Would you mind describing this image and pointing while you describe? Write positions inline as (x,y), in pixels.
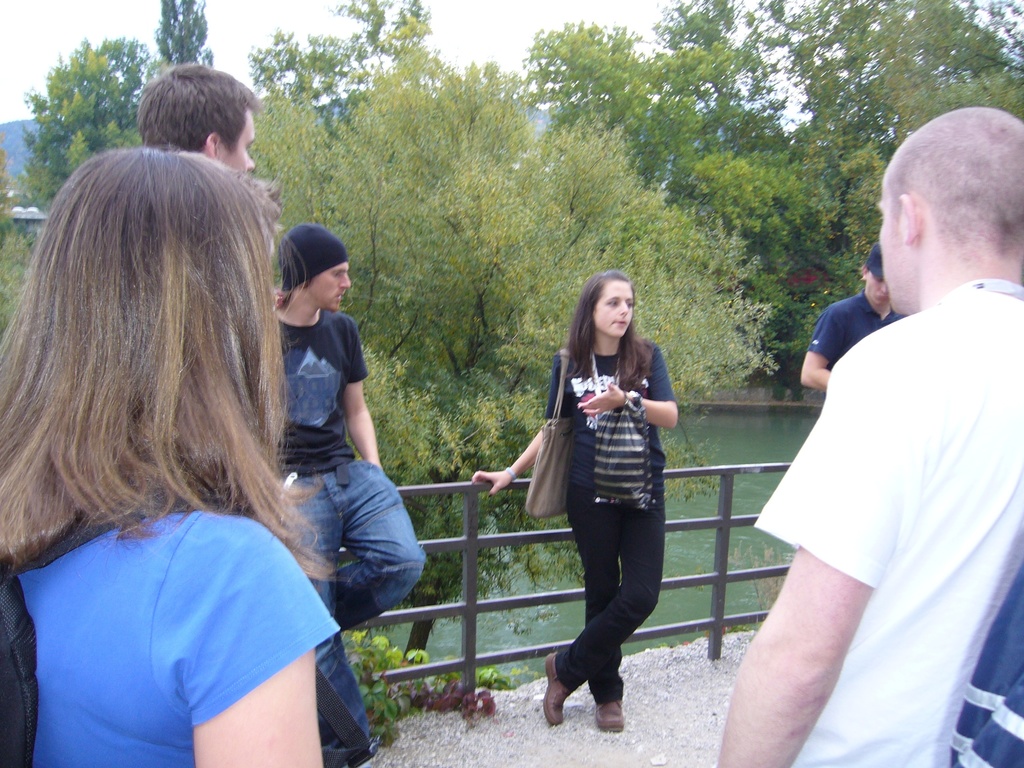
On the background of the picture (585,160) we can see trees (650,209). This is a lake (742,444). In Front of the picture we can see few persons (923,429) standing. Here we can see a woman (654,540) standing and wearing a handbag (550,453) which is cream in colour. these two persons (916,606) are facing their back (886,606) towards the picture.
